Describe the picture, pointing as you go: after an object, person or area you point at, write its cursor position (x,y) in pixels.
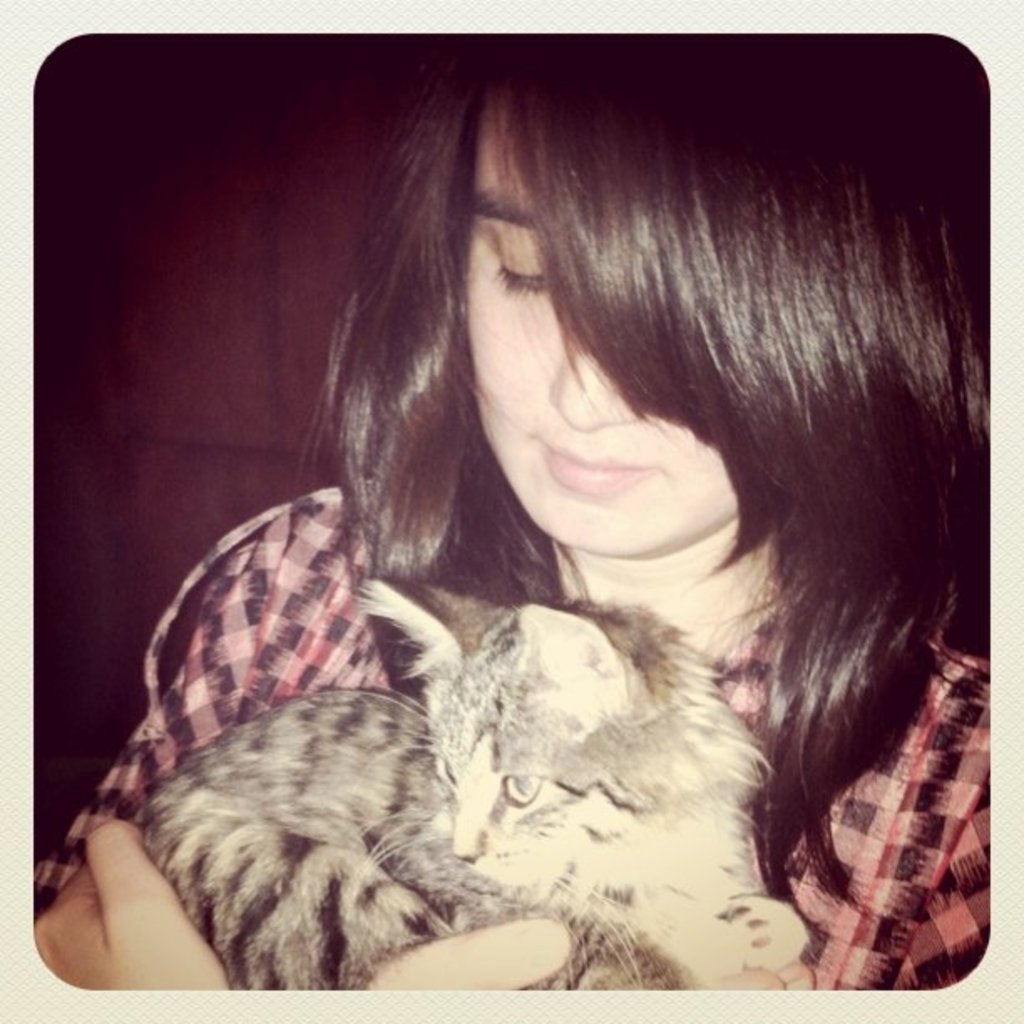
In this image we can see a woman (935,667) wearing a dress (336,628) is holding a cat (574,884) in her hands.
